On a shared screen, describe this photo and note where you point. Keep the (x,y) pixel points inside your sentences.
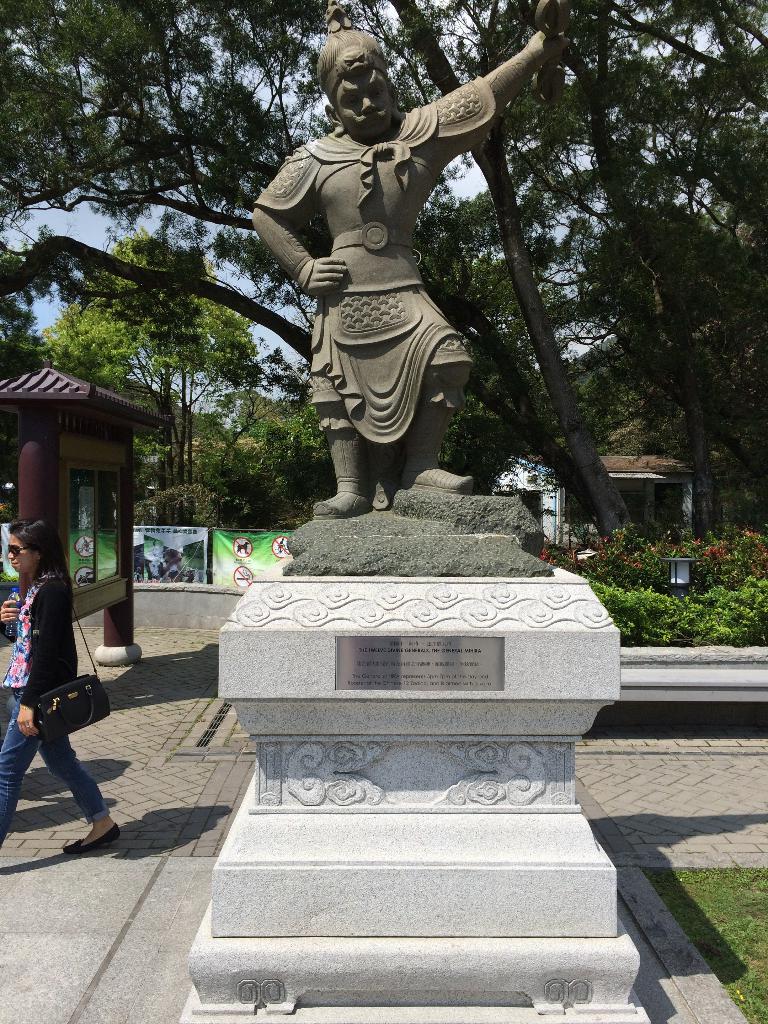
In this image, we can see some trees (622,336) and plants (669,524). There is a statue (387,217) in the middle of the image (446,582). There is a person (56,671) and shelter (40,488) on the left side of the image (11,620). There is a banner (189,539) on the wall (203,614).
